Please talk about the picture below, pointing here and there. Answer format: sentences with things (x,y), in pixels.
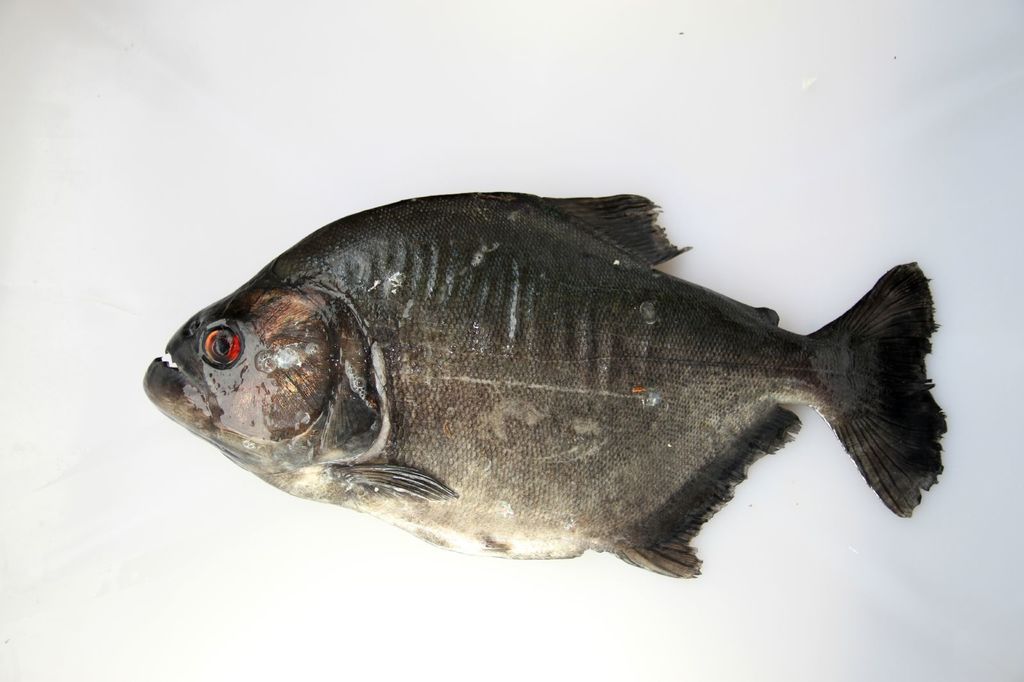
In this image, in the middle (431,296), we can see a fish (781,358). In the background (795,482), we can see white color.
